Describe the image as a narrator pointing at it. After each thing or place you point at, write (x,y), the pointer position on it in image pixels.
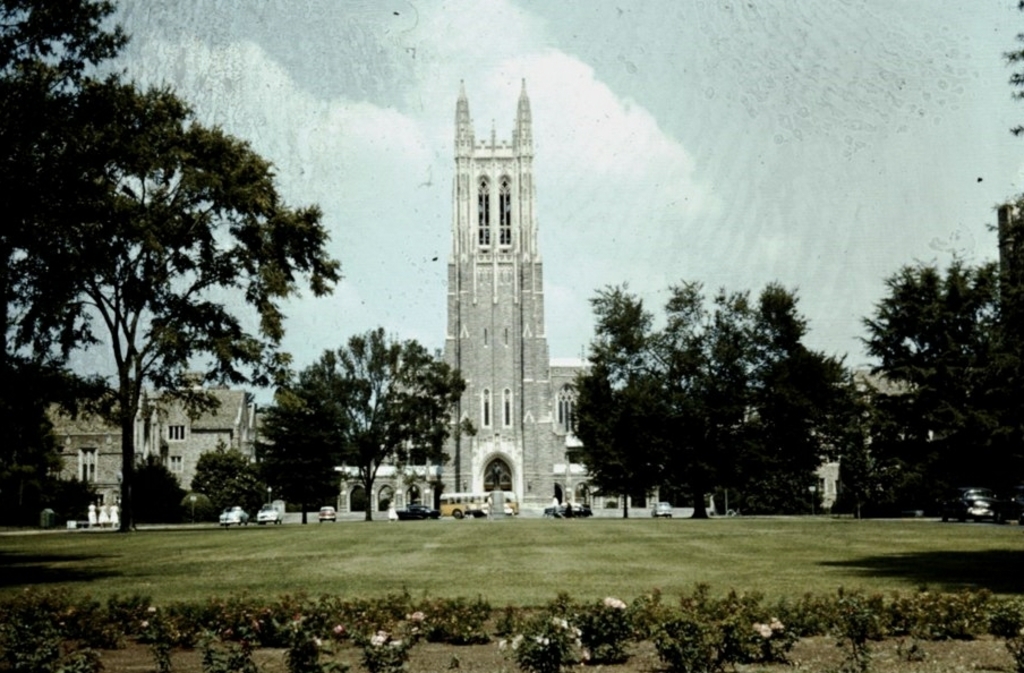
In this image we can see buildings (564,360), motor vehicles (460,498), bins (48,508), benches (78,522), trees (158,472) and ground (272,573). In addition to this we can see sky (375,146) with clouds (660,182), bushes (664,622) and mud (512,657).
